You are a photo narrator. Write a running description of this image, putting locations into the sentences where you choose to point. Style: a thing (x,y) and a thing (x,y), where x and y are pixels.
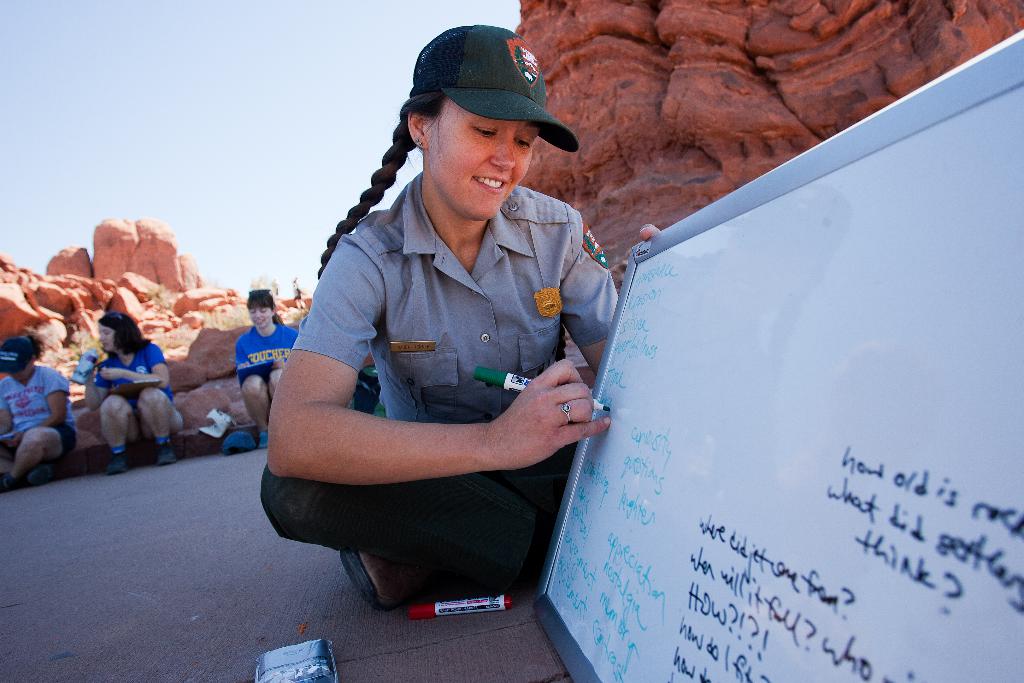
Here we can see a woman (537,386) writing on the board (834,533). There are three persons (69,388). In the background (237,136) we can see rocks (293,311) and sky (258,145).
